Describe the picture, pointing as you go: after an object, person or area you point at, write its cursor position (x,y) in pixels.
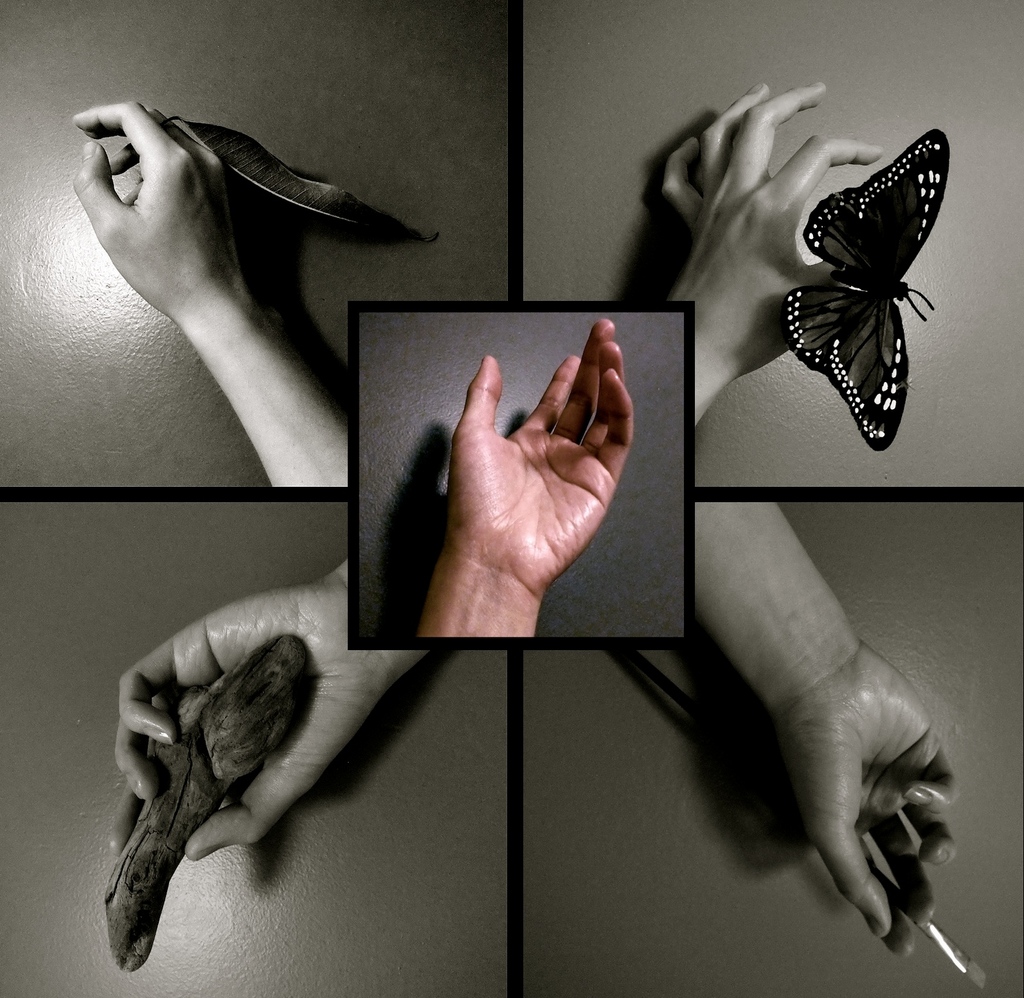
In this picture I can see collage of few pictures on the top left (104,170) picture I can see a human hand (158,156) and a leaf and in the bottom left (263,785) picture I can see a human hand (316,732) and looks like a wooden piece (225,770) in the hand (340,695) and in the middle (531,490) picture I can see a human hand (631,421) and in the top right (736,186) picture I can see a human hand (784,226) and a butterfly (846,365) and in the bottom right (788,667) picture I can see a human hand (886,914) and a paint brush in the hand (896,925).
